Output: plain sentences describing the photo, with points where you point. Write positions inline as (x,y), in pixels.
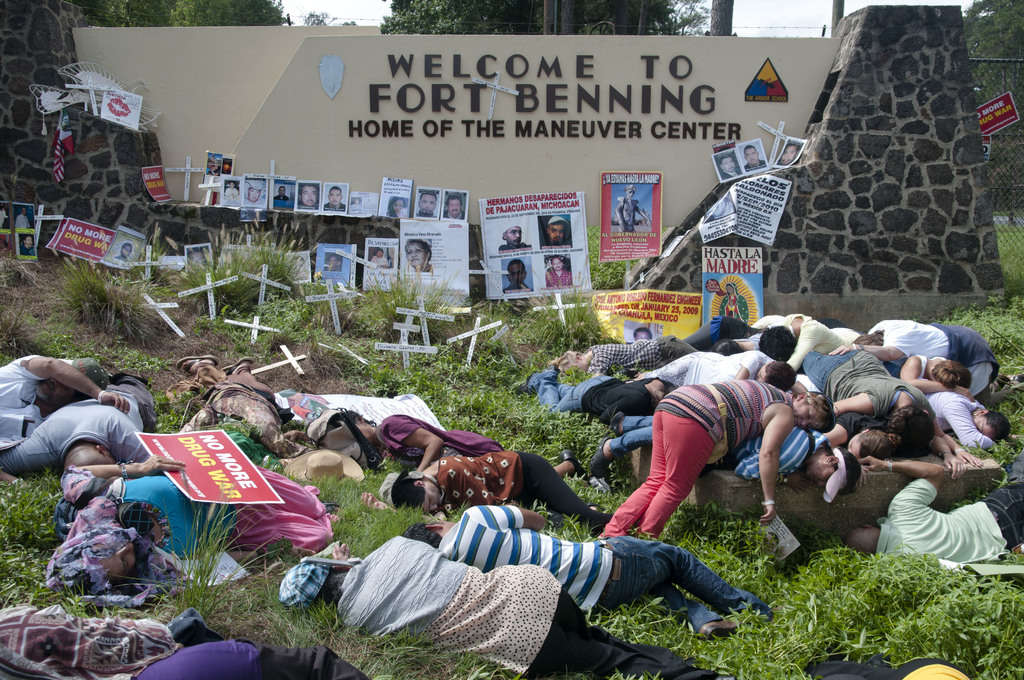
In the picture we can see a grass surface (315,624) on it we can see some plants (1000,302) and some people (977,538) are sleeping one on the other and in the background (55,126) we can see some posters (353,407) and a wall (940,208) and written on it as welcome to fort benning, behind it we can see some poles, trees (119,14) and sky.
